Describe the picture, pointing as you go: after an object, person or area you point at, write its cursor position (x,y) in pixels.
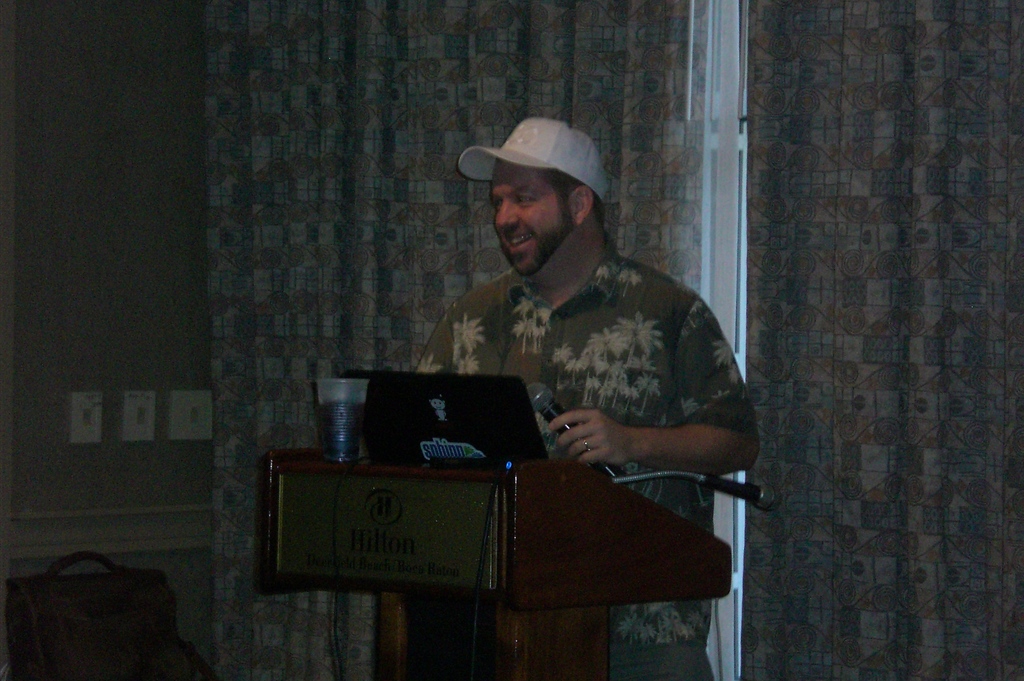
In this image, I can see a man (589,440) holding a mike (609,466) and standing. In front of the man (566,431), there is a podium (484,476) with a laptop (463,443), glass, mike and name board (449,555). Behind the man (567,348), I can see the curtains (633,52) hanging. On the left side of the image (188,408), these are the sockets (126,439) attached to the wall (103,379). At the bottom left side of the image (143,637), there is a bag (98,626).
